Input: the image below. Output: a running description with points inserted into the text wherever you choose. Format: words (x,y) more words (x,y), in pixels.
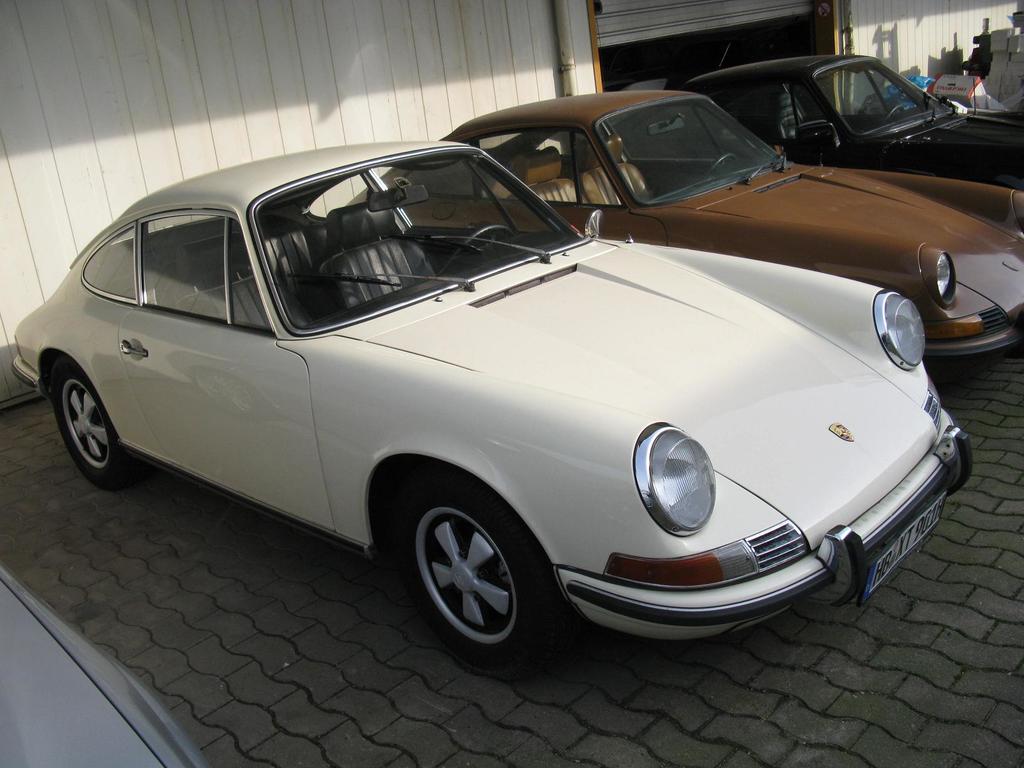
In this image there are three different colored cars (632,262), the first car (542,325) is white color, the second car (937,237) is brown color, the third car (872,80) is black color, there is a white wall (341,78) behind the car (864,111), there are objects (971,81) towards the right of the image (983,78), there is a truncated car (42,692) towards the left of the image (64,701).
